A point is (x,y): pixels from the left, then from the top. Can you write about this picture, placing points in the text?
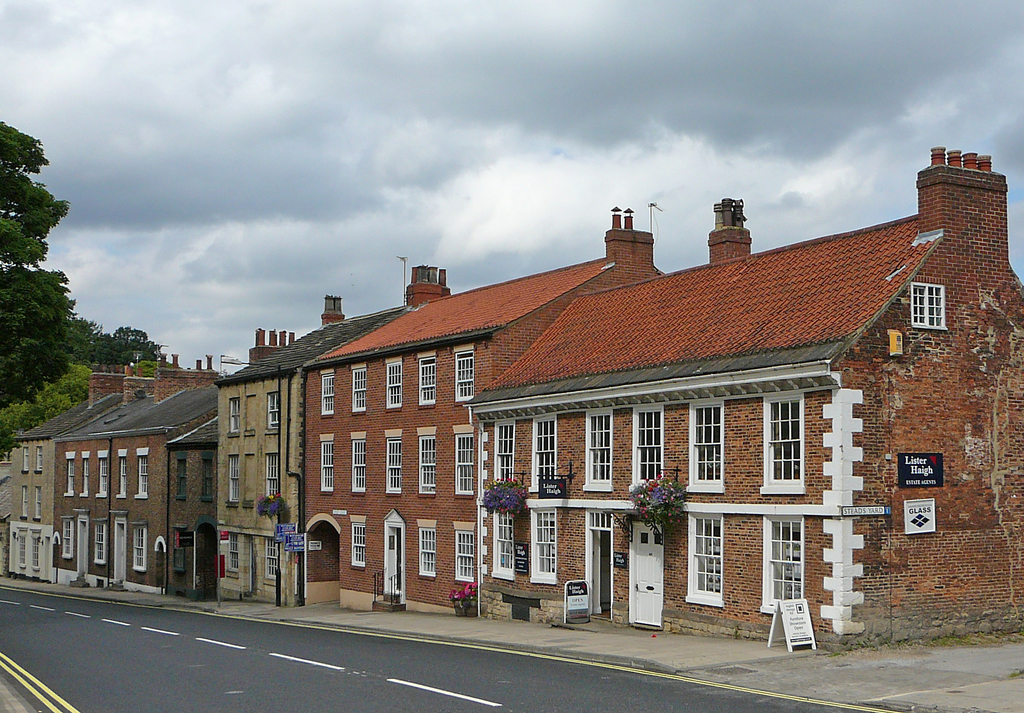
In this picture I can observe some houses (238,503) on the right side of the road (233,640). On the left side of the picture (142,645) I can observe a road (212,655). I can observe some trees (41,318) on the left side of the picture (28,367) and there are clouds (356,156) in the sky (506,121).
